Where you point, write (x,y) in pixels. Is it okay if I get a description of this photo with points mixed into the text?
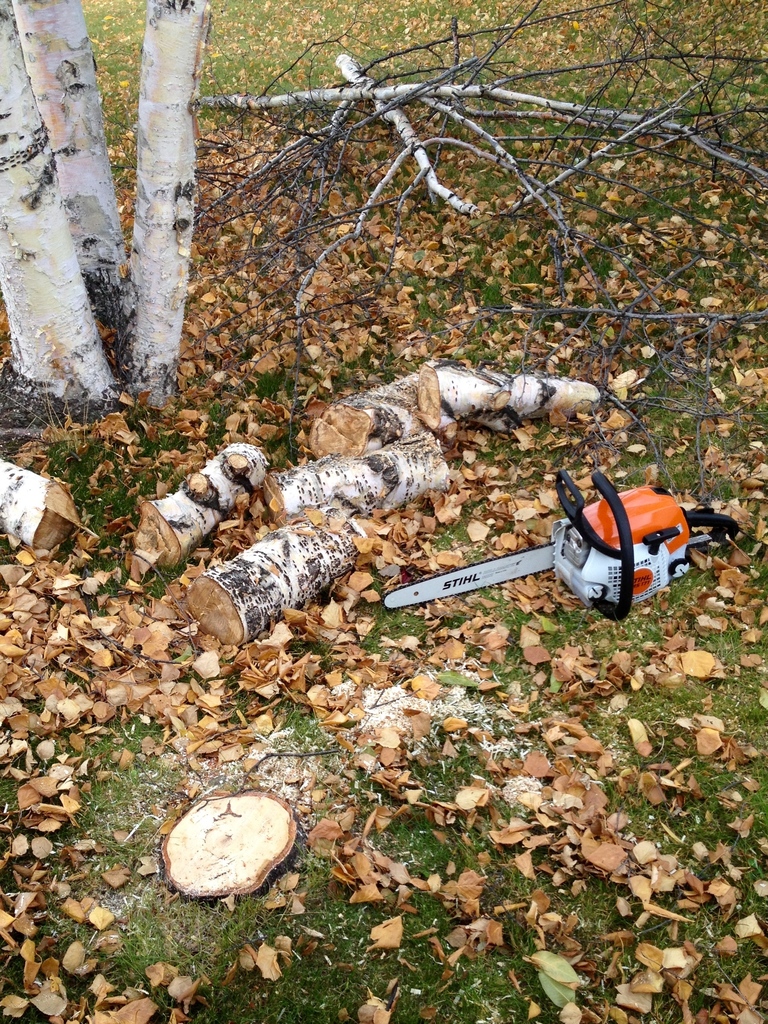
In this picture we can see an object (584,524) on the ground (450,462) and in the background (563,287) we can see tree branches (374,84) and leaves (450,226).
